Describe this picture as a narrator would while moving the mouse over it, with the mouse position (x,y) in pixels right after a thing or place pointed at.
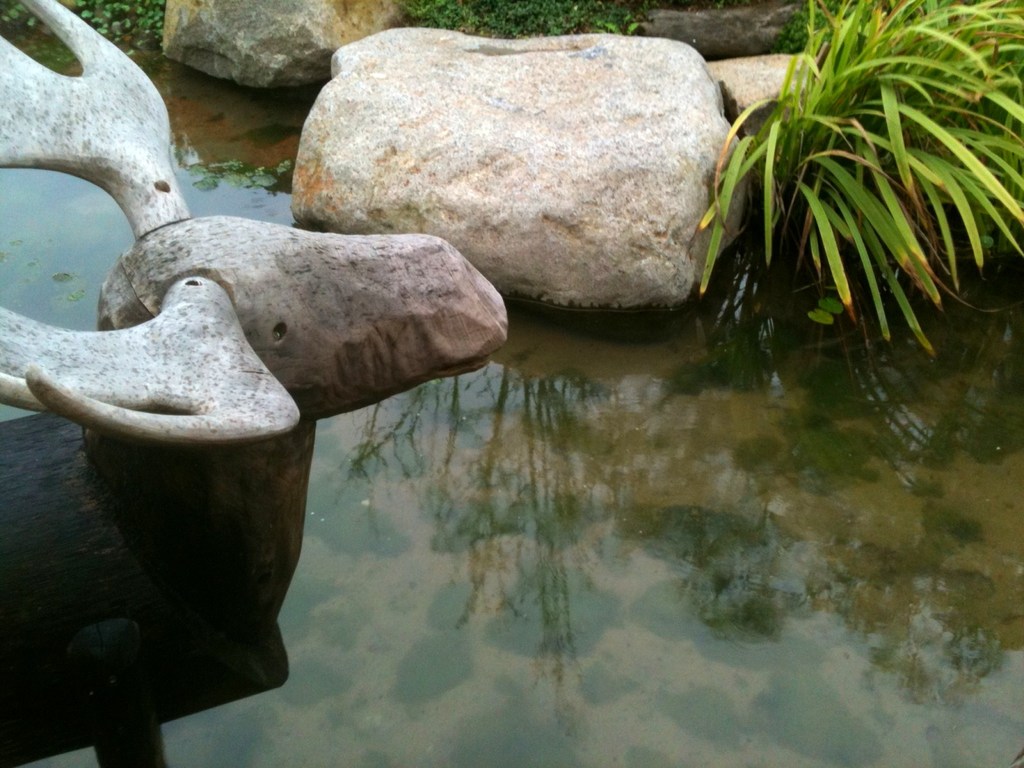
In this image I can see few stones (700,132), grass (917,3) and the water (733,460). I can see the stone carving (221,359) of an animal (263,332).
